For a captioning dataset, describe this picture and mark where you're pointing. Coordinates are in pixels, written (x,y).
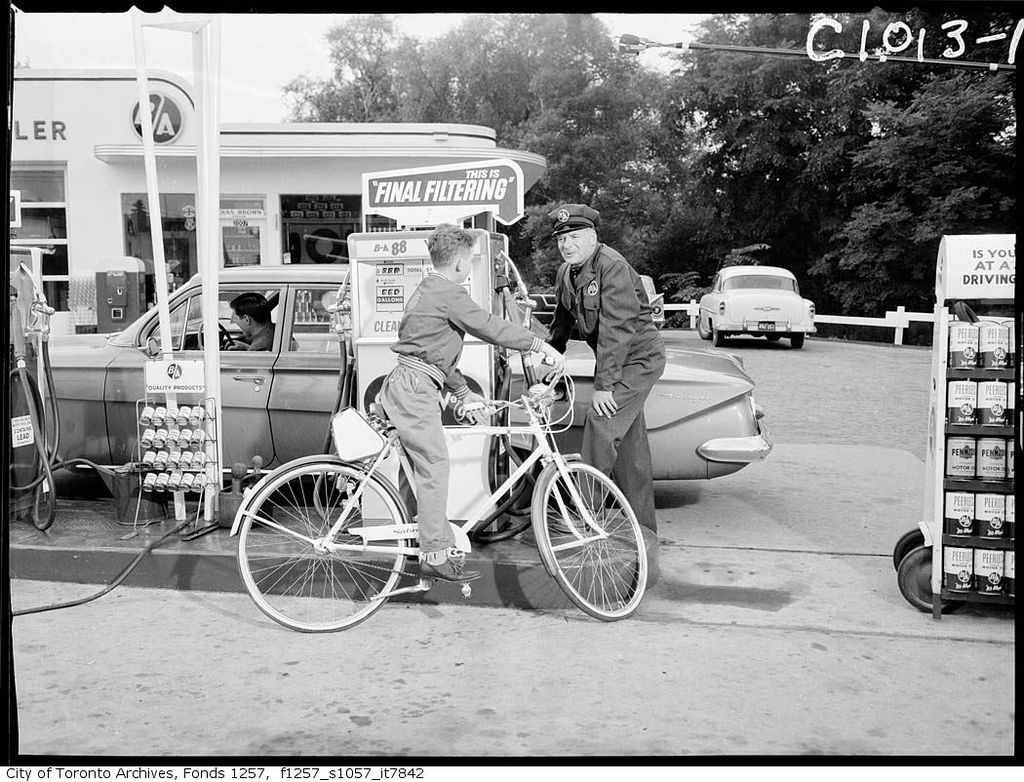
In the center of the image (422,514) we can see a boy (444,450) riding a bicycle (600,477). In the background (627,417) there is a man (627,375) standing and we can see cars (227,371). On the left (126,200) there is a building (234,255). There are trees (447,40). At the top (264,62) there is sky (238,58). On the right (942,438) there is a trolley (944,471).
